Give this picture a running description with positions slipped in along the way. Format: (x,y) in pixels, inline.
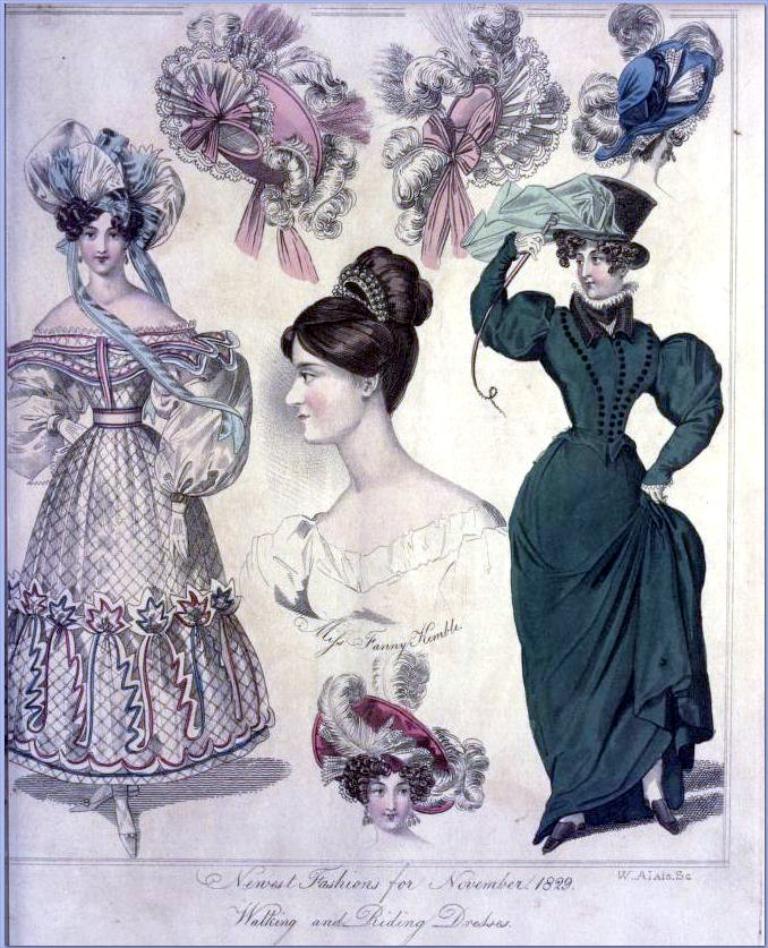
In this image there is a painting (86,446) with images of women (324,442), some objects (426,763), at the bottom of the painting (232,787) there is some text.
